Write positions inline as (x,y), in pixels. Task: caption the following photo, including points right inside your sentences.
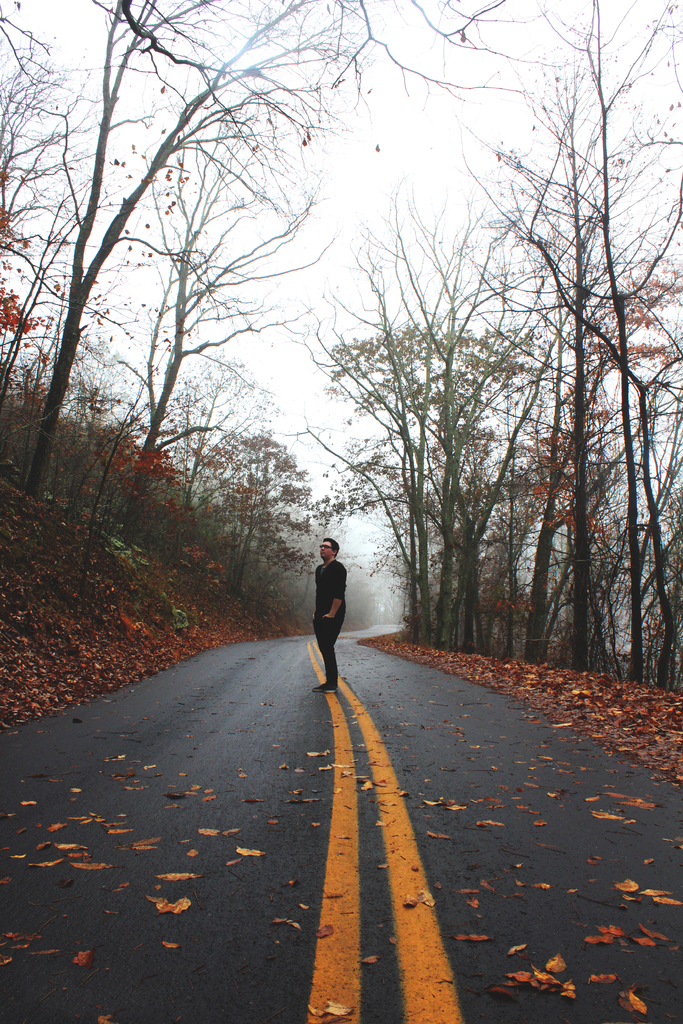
Here in this picture, in the middle (344,598) we can see a man (337,592) standing on the road (332,732) and beside the road (357,674) on either side we can see dry leaves (647,702) present and we can also see plants (133,421) and trees (576,382) present and we can see the sky (417,168) is cloudy.
